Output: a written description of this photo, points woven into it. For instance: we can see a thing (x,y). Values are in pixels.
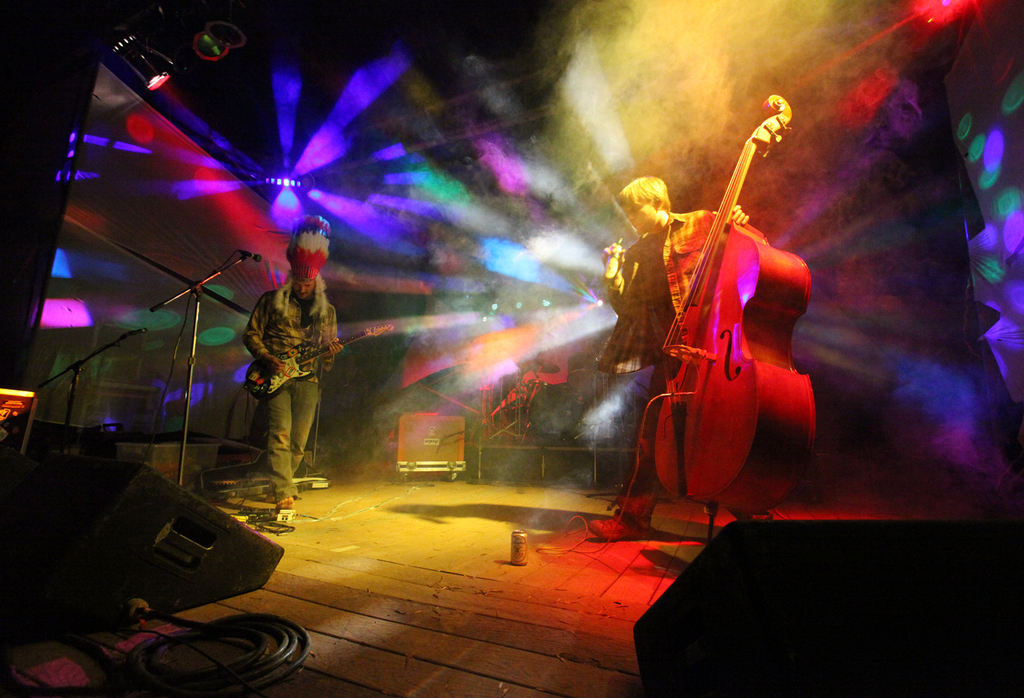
In this image, we can see a stage (481,627). On top of the stage (314,523), there are two people (303,406) are standing. The right side man (648,308) is playing a double bass (701,301). And the left side man (300,333) is playing a guitar (279,385). We can see a microphone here and a roof lights (281,190). We can found a tin bottle (515,552) on the floor (466,524) and a drum (543,410) here. The right side man (630,293) is holding an object (615,260).
